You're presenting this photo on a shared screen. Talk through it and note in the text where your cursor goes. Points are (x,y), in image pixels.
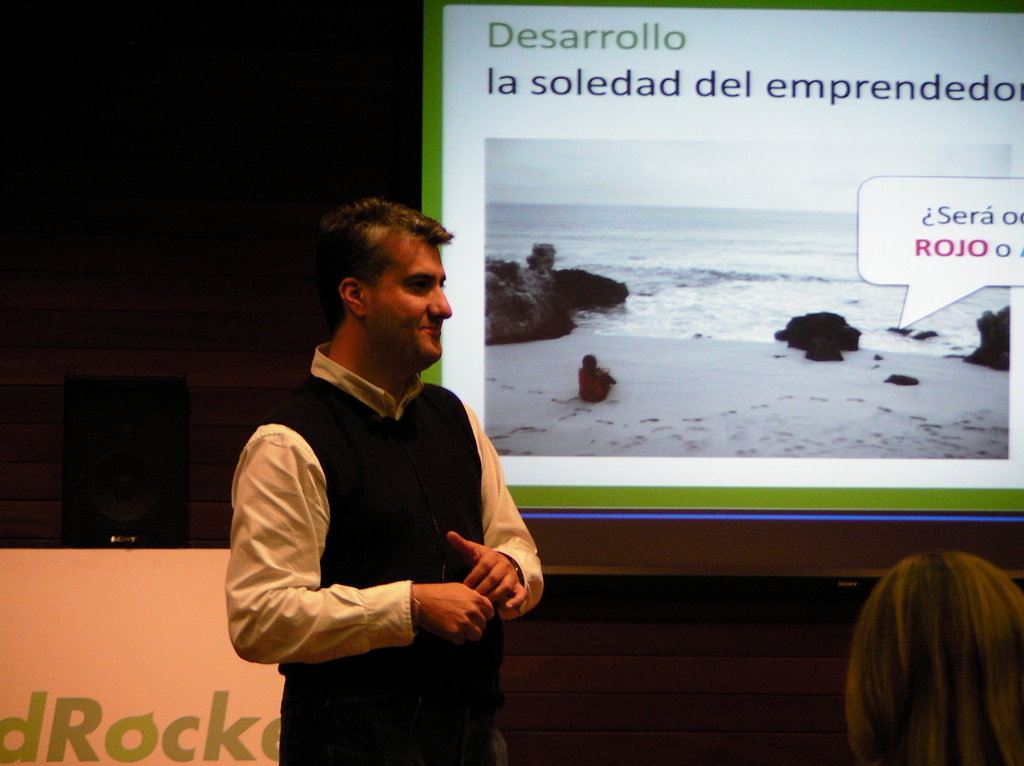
There is a man (353,452) standing and right side (872,667) bottom of the image (864,677) we can see person head (874,707). Background (679,101) we can see banner (156,620), speaker (102,512), wooden wall (40,284) and screen (535,166), in this screen (623,389) we can see a water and there is a person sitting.
